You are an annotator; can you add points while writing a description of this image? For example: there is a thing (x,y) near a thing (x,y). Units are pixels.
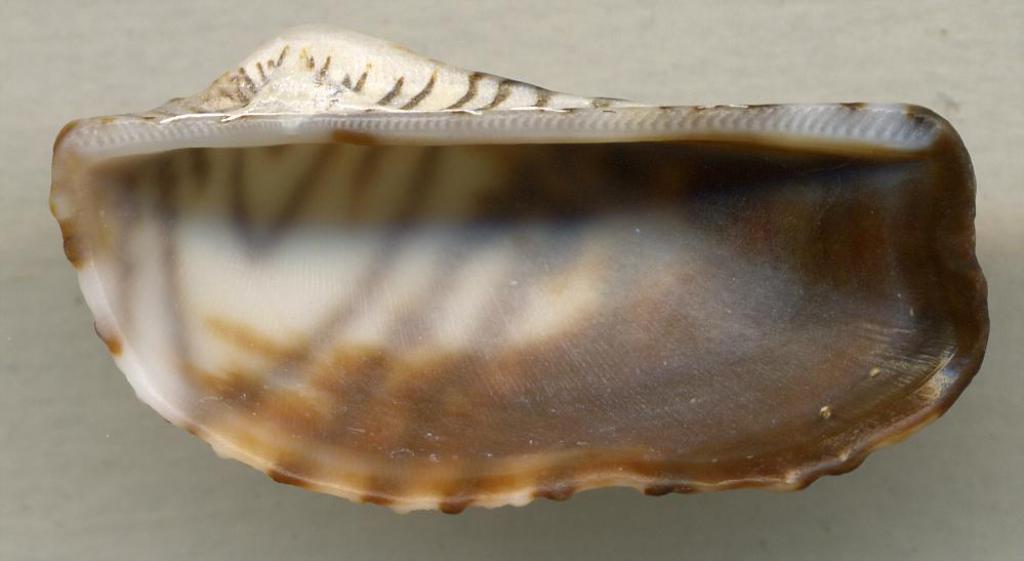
In this image in the center (396,206) there is a shell (646,215), and at the bottom (89,407) there might be a floor (100,401).
